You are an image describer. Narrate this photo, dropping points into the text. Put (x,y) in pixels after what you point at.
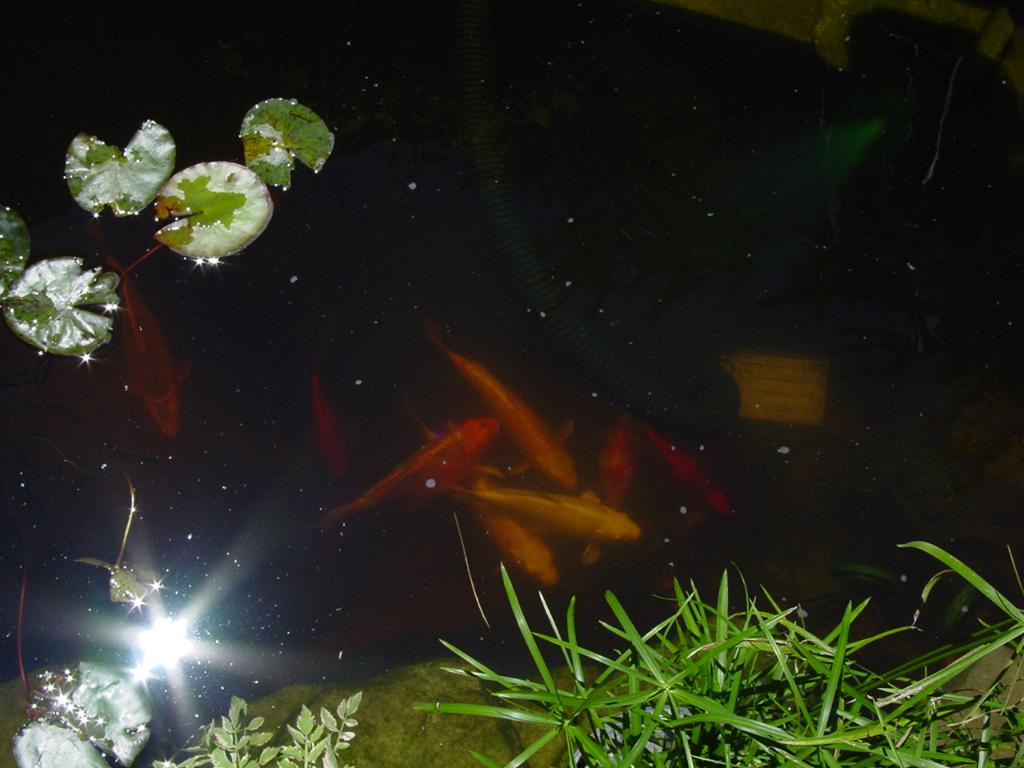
In this picture we can see some orange color fishes (419,456) in the pond (571,581). On the water (619,568) there is some grass (680,698) and leaves (120,704).
